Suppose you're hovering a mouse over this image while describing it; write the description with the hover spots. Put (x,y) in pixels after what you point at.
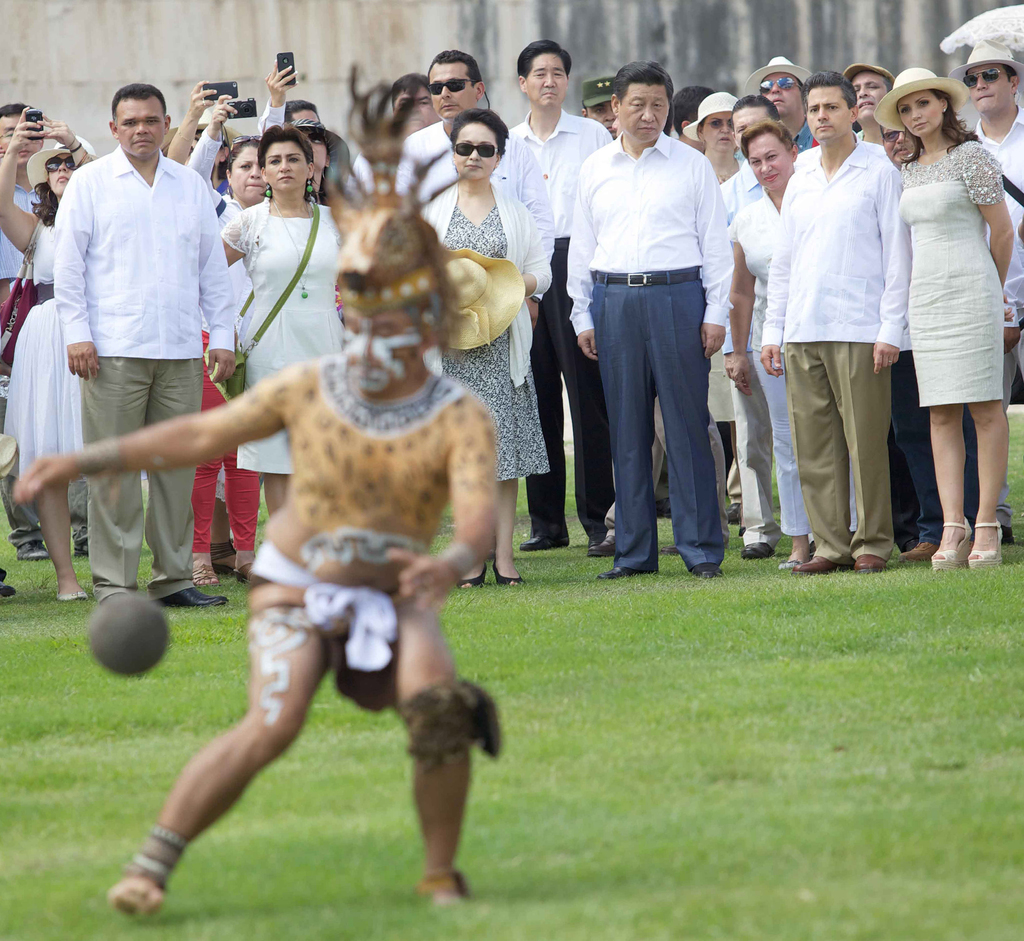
In the foreground of the image (361,520) is slightly blurred, where we can see a person (280,580) wearing costume (364,548) is standing on the grass (665,737). In the background (134,202), we can see many people (151,211) are standing and also we can see the wall (119,58).
